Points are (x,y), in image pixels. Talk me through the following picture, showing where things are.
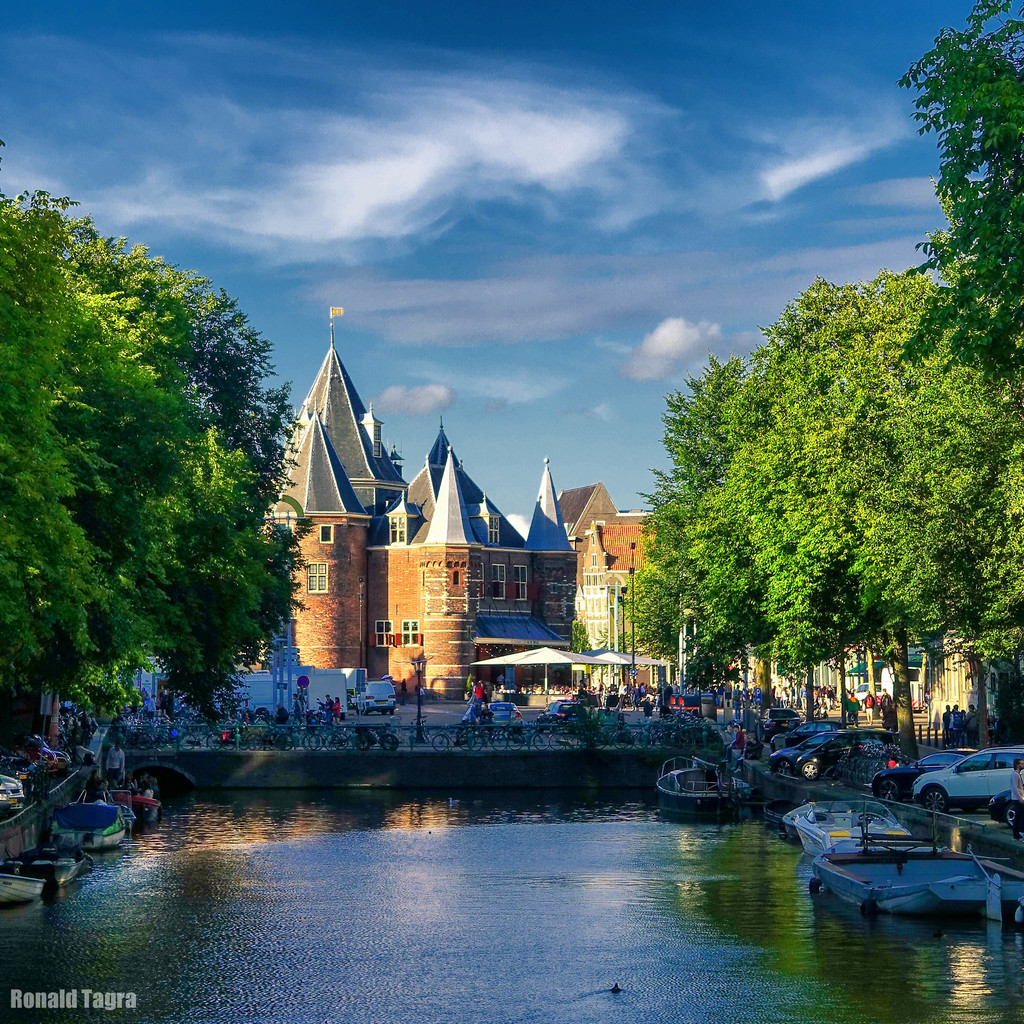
In this image we can see castles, trees (177,623), fence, vehicles (325,677), boats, water (833,925), people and the sky (129,145).
